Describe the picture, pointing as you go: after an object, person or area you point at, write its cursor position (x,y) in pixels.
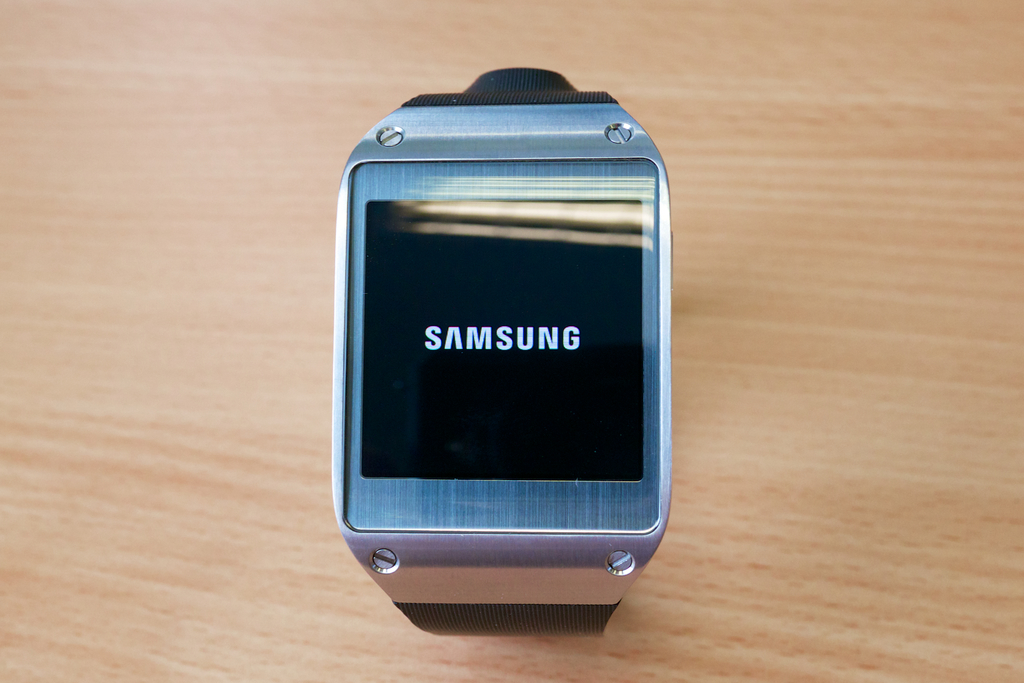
In the image there is a smart watch (499,267) on a wooden table (710,261).
